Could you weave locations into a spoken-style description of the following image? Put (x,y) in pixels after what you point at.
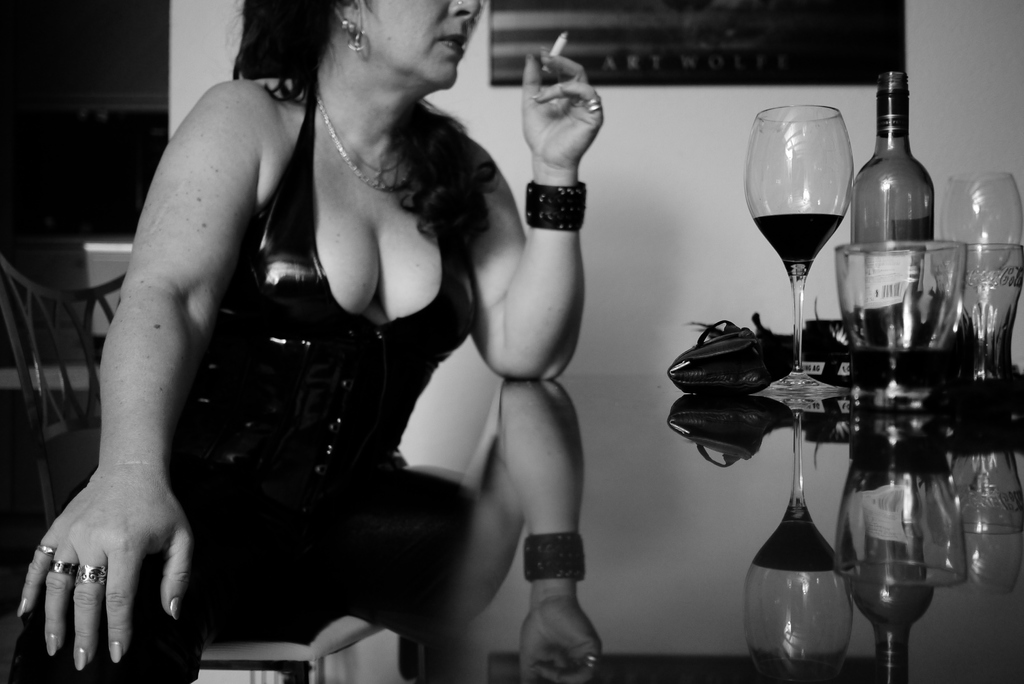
This is a black and white pic. On the left (274,279) a woman (213,281) is sitting on a chair (14,339) and placed her elbow (560,339) on a table (564,453) and there is a cigarette (558,49) in her hand (540,111) and on the right (809,137) there is a wine bottle (858,191), glasses (821,145) and other objects (713,358) on a table (740,677). In the background (803,42) we can see a frame (660,69) on the wall (621,147).
